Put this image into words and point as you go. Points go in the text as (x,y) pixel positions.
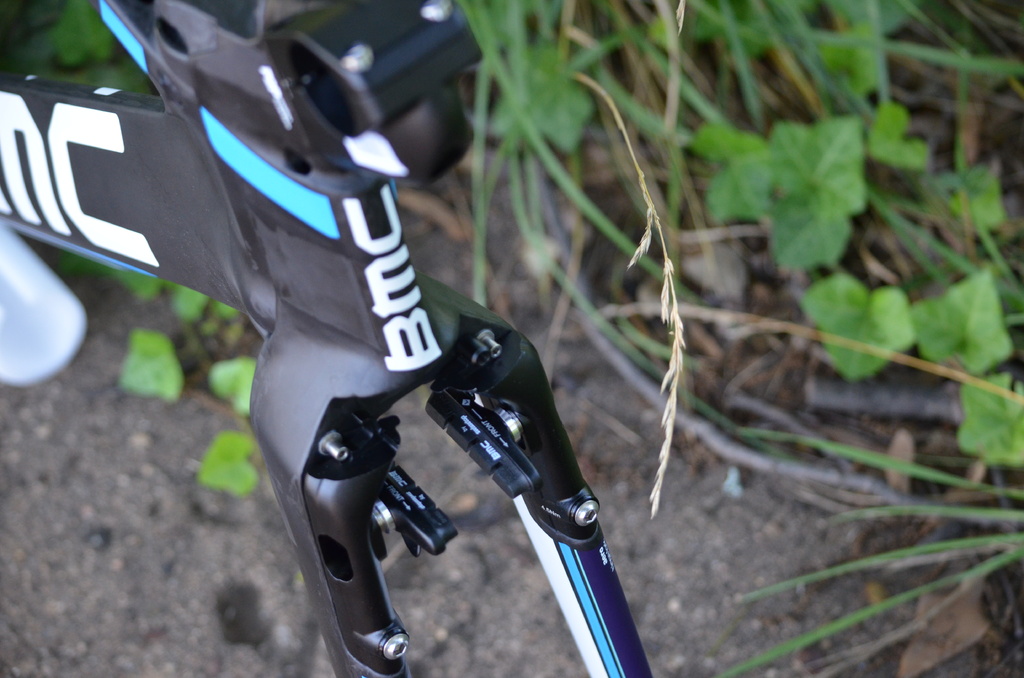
In this image there is road (424,479) towards the bottom of the image (67,548), there are plants (717,194) towards the top of the image (799,187), there is a bicycle (143,166).
